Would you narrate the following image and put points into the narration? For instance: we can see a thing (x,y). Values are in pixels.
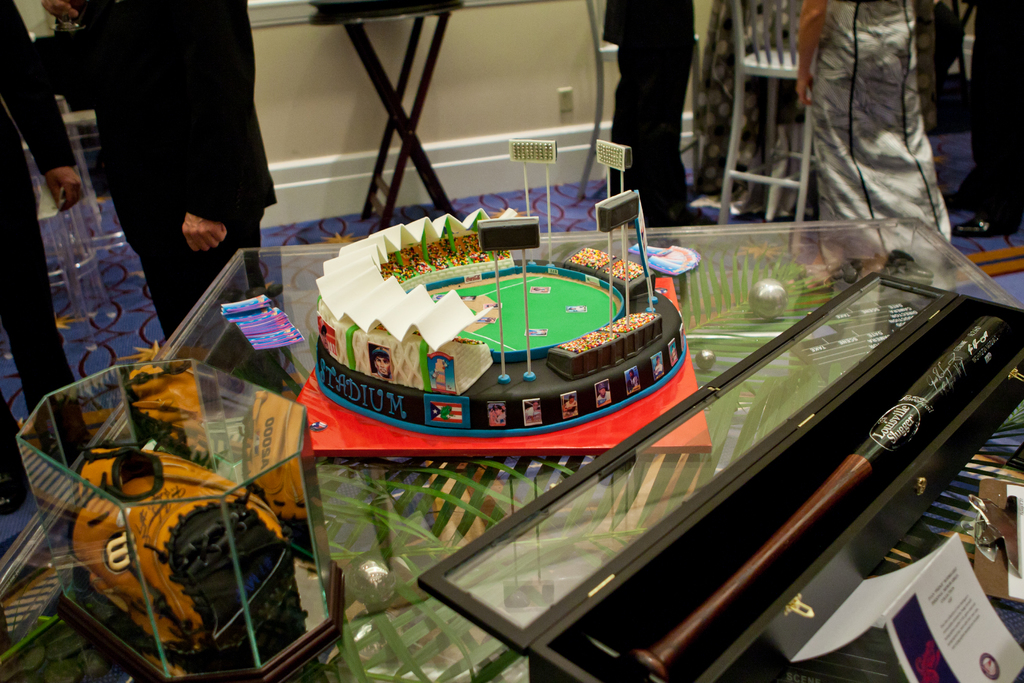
There is a glass table (479,462) which has some objects (550,407) on it and there are some persons (209,111) standing in the background (132,113).
